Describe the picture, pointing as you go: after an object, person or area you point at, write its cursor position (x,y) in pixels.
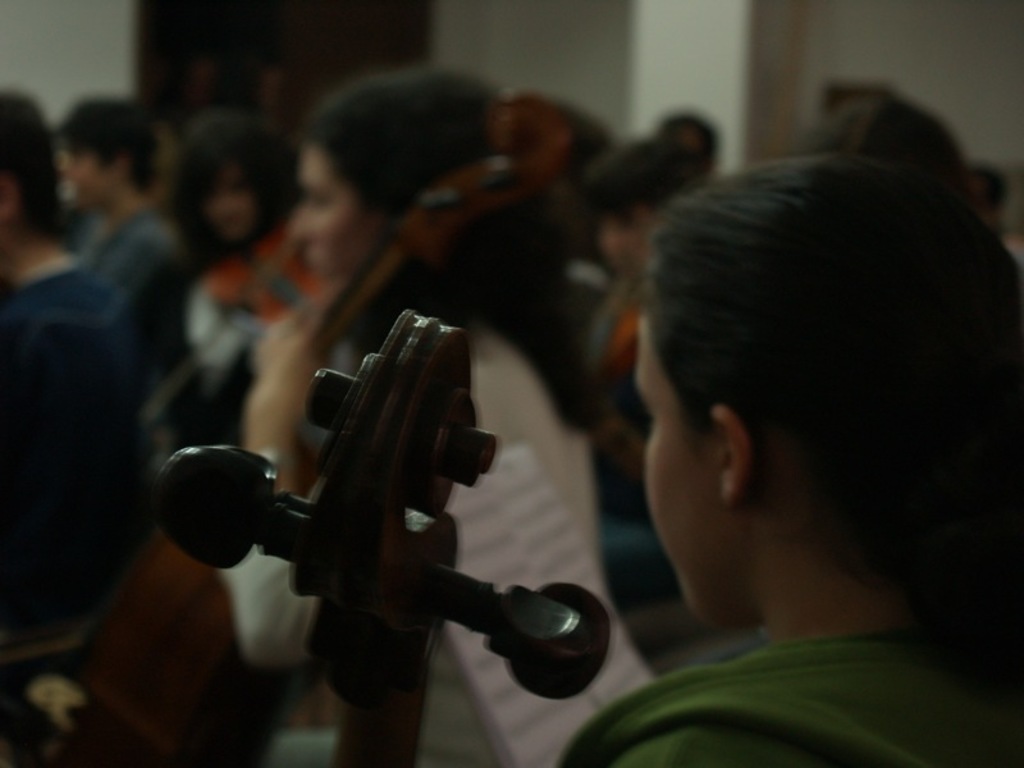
In this picture, we can see a woman (661,736) is holding a music instrument (455,587) and in front of the woman (662,499) there are groups of people (38,241), wall (568,81) and blurred items (365,60).
